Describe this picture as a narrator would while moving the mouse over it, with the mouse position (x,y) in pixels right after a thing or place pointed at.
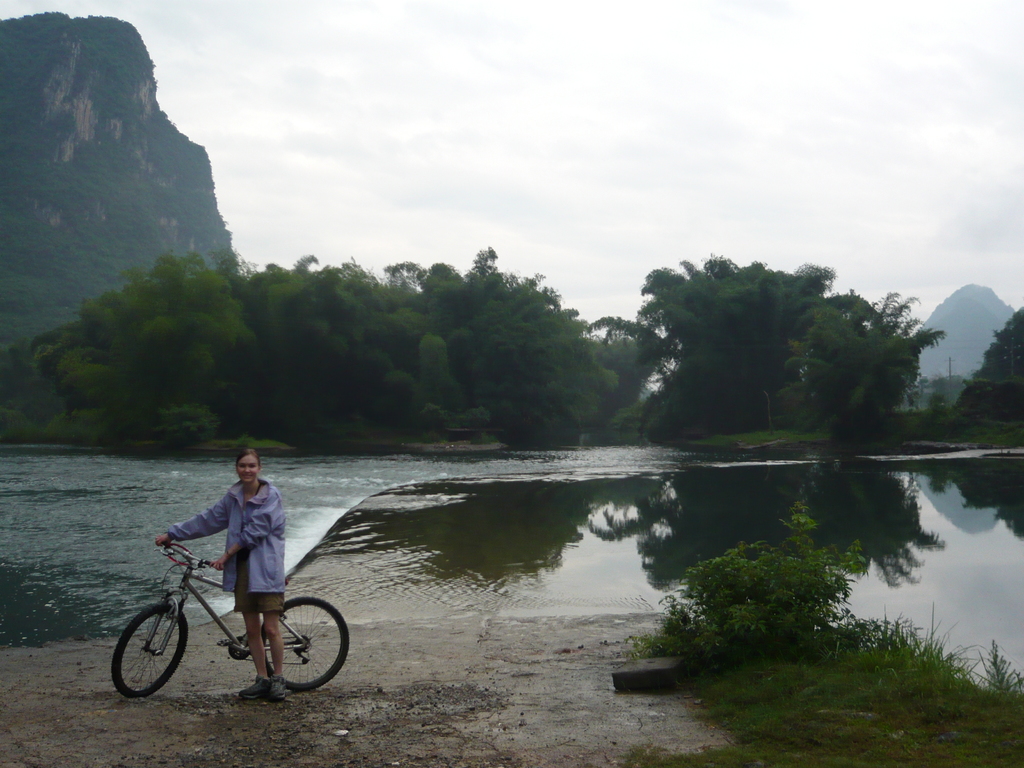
This image is clicked outside. There is a person (254,620) with cycle (243,649) in the middle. There are trees (147,373) in the middle (471,429). There is water (493,532) in the middle (622,484). There is sky (644,81) at the top (458,48).
